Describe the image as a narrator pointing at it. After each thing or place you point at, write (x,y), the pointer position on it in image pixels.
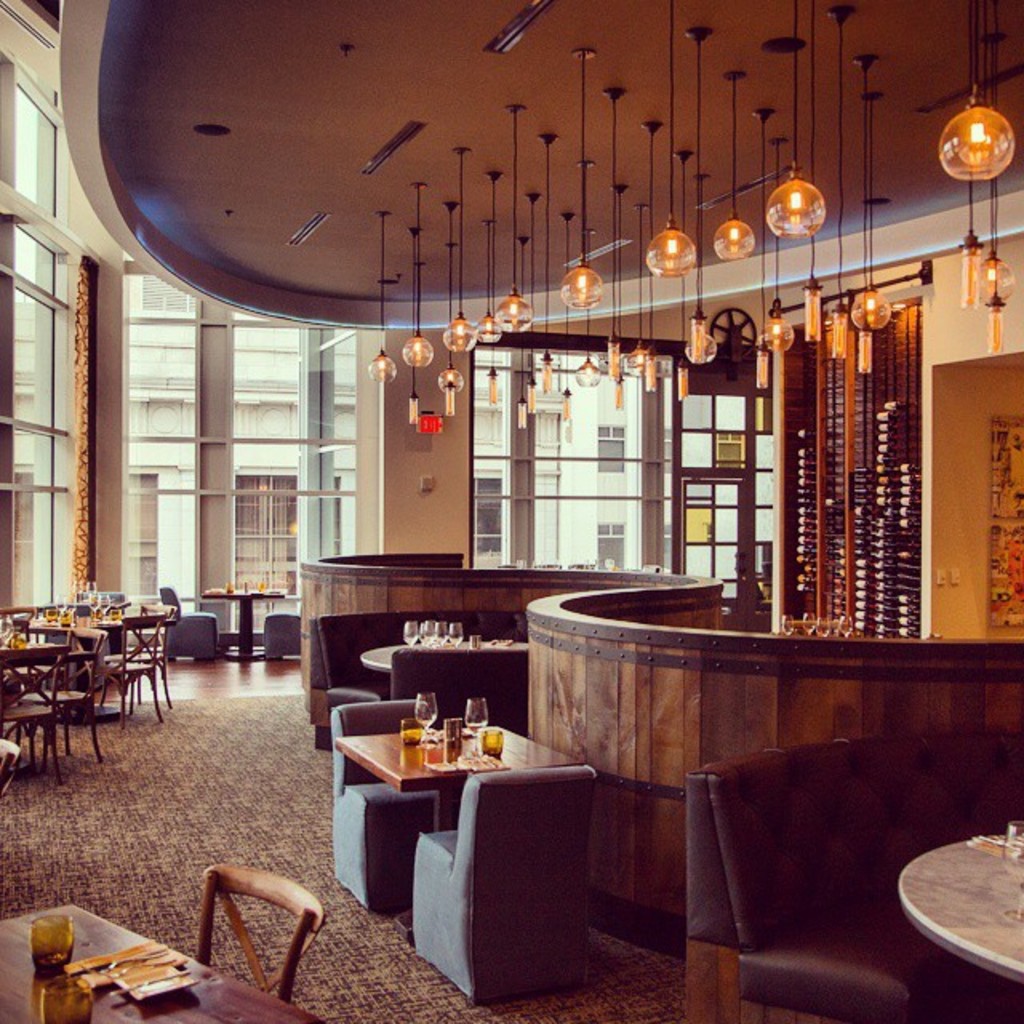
In this picture we can see the inside view of a building (922,177). These are the lights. Here we can see some chairs (121,680) and tables (158,1003). On the table (176,1010) there are some glasses (499,743). This is the floor (232,789).
